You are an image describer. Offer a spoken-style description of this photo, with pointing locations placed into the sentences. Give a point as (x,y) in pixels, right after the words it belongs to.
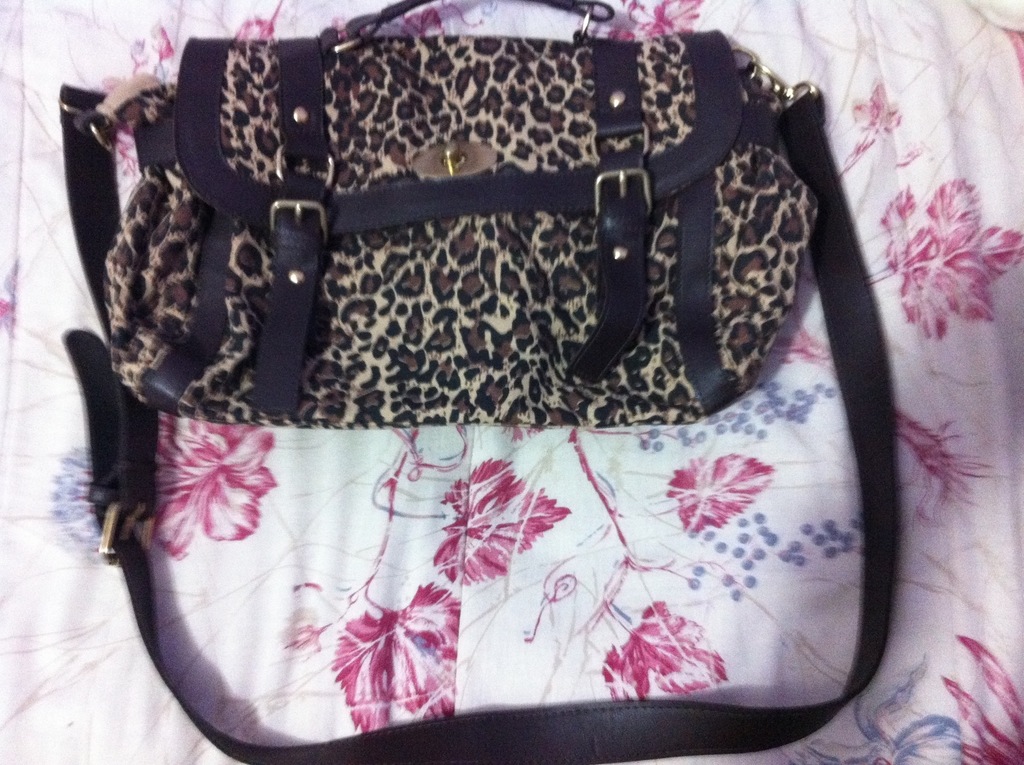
In this picture we can see a bag (536,258) it consists of two straps (639,186), the bag (480,228) is placed on a cloth (690,570).
